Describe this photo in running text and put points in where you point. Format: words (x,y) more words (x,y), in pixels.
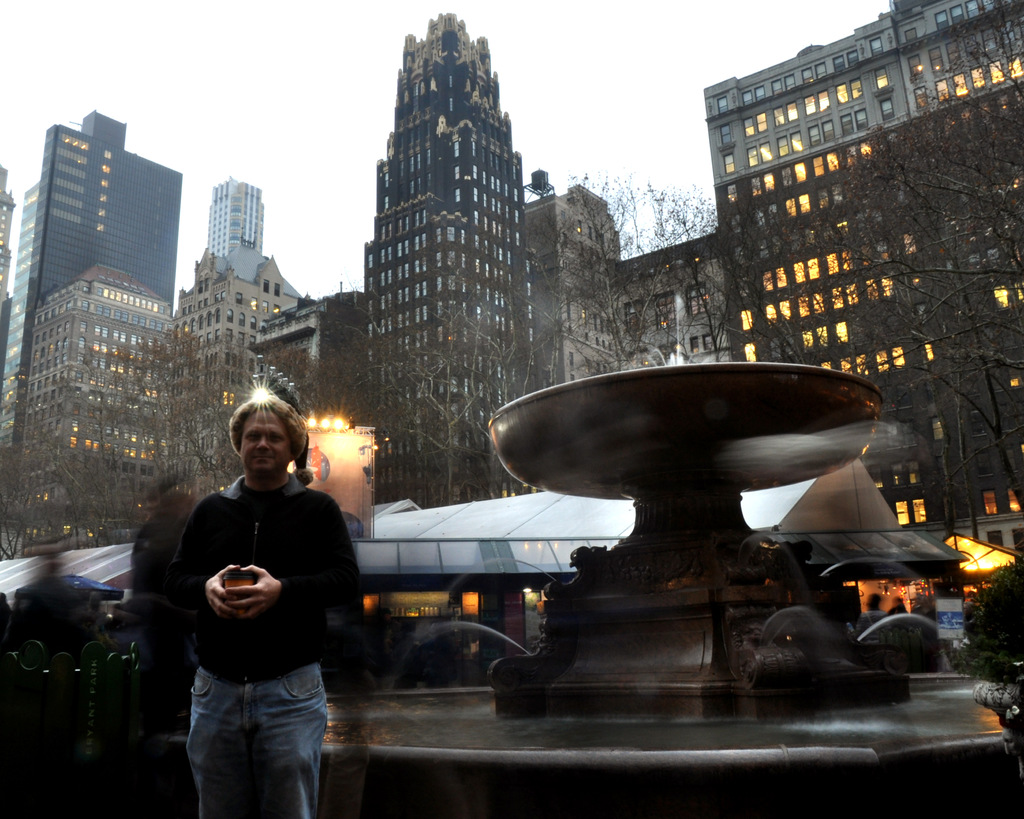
In this image in the foreground (423,774) there is a fountain (546,628) and one person (236,593) is standing near the fountain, and he is holding something. In the background (972,586) there are some tents (574,545) and some lights (972,586), boards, trees (118,527) and buildings (409,170). At the top (150,88) there is sky (310,104).
